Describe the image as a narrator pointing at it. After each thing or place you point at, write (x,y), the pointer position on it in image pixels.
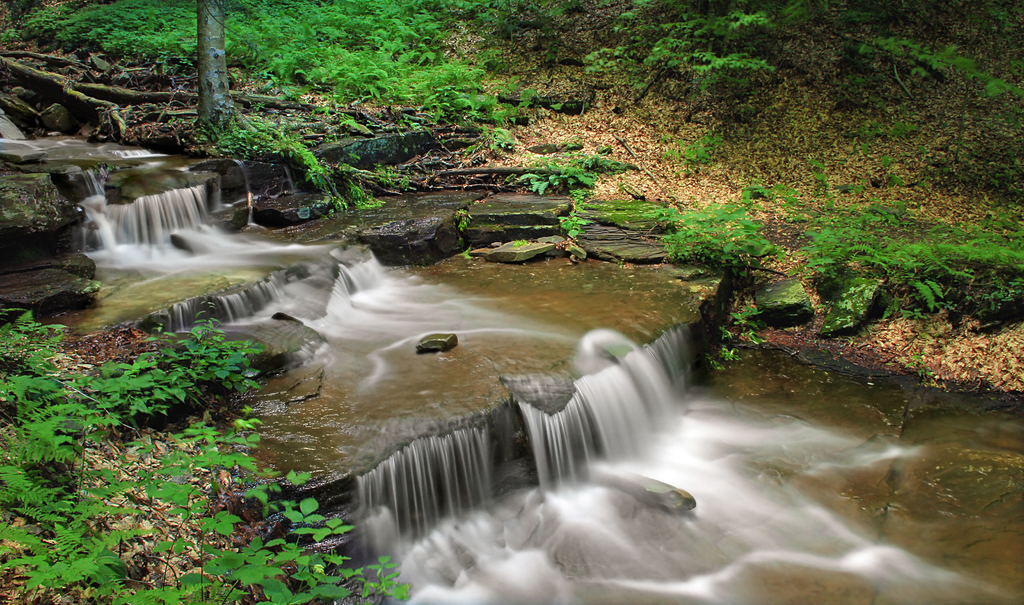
In this picture I can see water (316,424) flowing and I can see few rocks (30,223), plants (44,334) and trees (728,55).
